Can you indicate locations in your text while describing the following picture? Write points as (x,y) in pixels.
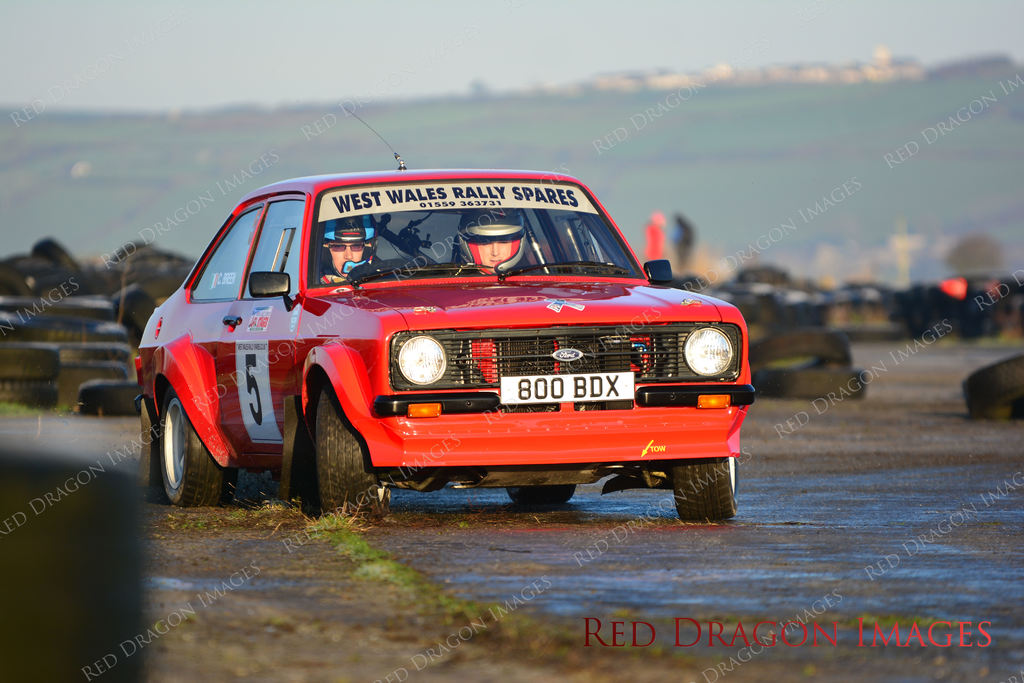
In the picture we can see a car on the path (890,513), the car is red in color with two people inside it and in the background (51,352), we can see some tires (68,492) are placed on the path (315,655), in the background (18,144), we can see a hill (893,156) with a grass (842,177) on it and some houses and we can also see a sky (339,67).
